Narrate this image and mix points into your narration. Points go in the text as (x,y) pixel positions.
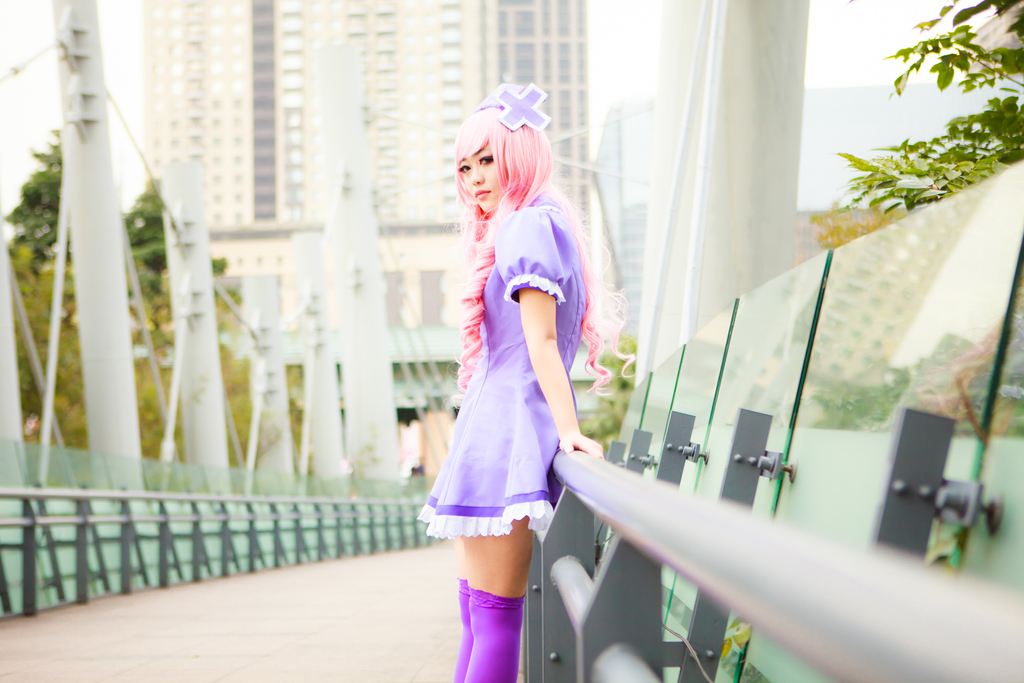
In this picture, we can see a lady (574,438) resting her hands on the rods (644,489), we can see some glass fencing (979,194), bridge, poles (84,187), wires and we can see a few buildings (533,44) with windows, trees (605,405) and the sky (622,33).
